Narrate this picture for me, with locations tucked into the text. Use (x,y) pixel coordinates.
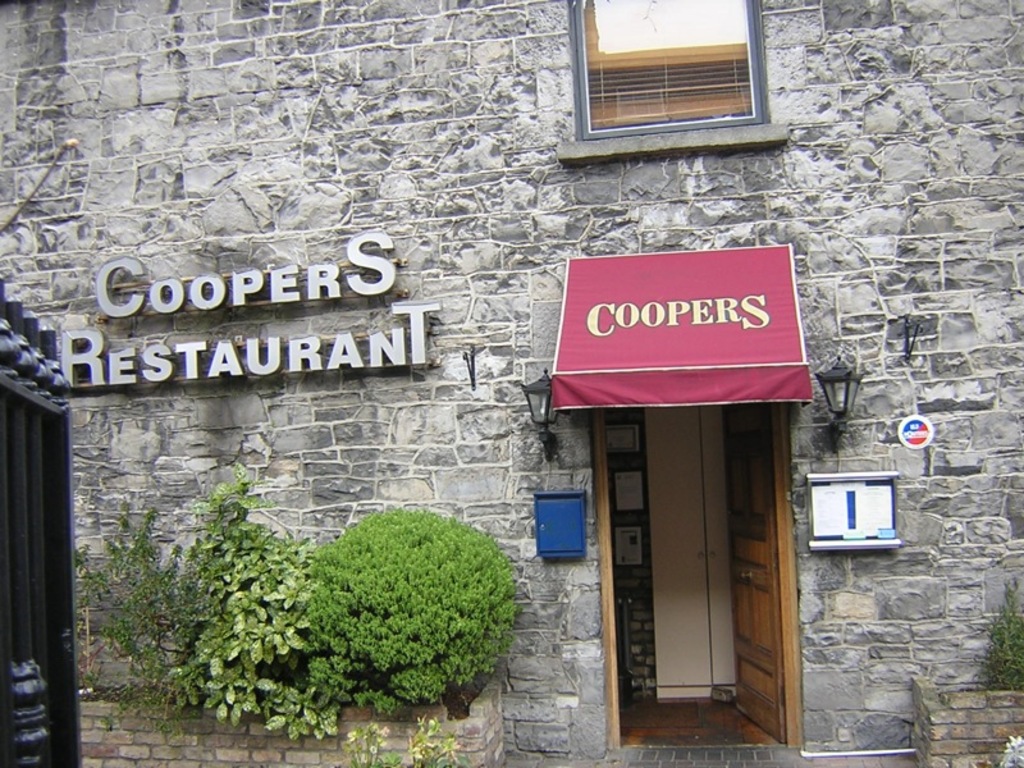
Here in this picture we can see a building (580,108) present, on that we can see a window (717,22) and a door (610,413) present over there and we can also see a hoarding (415,352) present and we can see lamp posts (537,398) present on either side of the door (782,446) and we can see plants (295,601) present on the either side of the door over there and on the left side (25,588) we can see a railing (12,575) present over there.
